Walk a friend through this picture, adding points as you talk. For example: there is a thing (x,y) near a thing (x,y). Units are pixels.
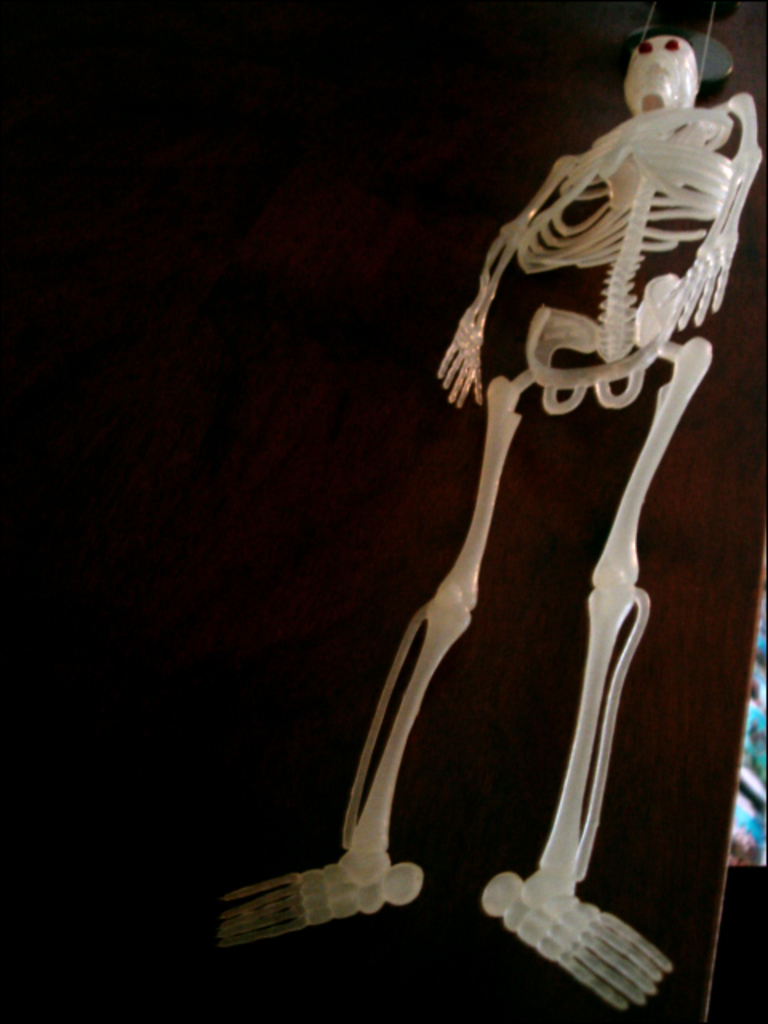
In this image in the center (472,579) there is one skeleton (694,166), and in the background (199,652) there is one board (679,831).
